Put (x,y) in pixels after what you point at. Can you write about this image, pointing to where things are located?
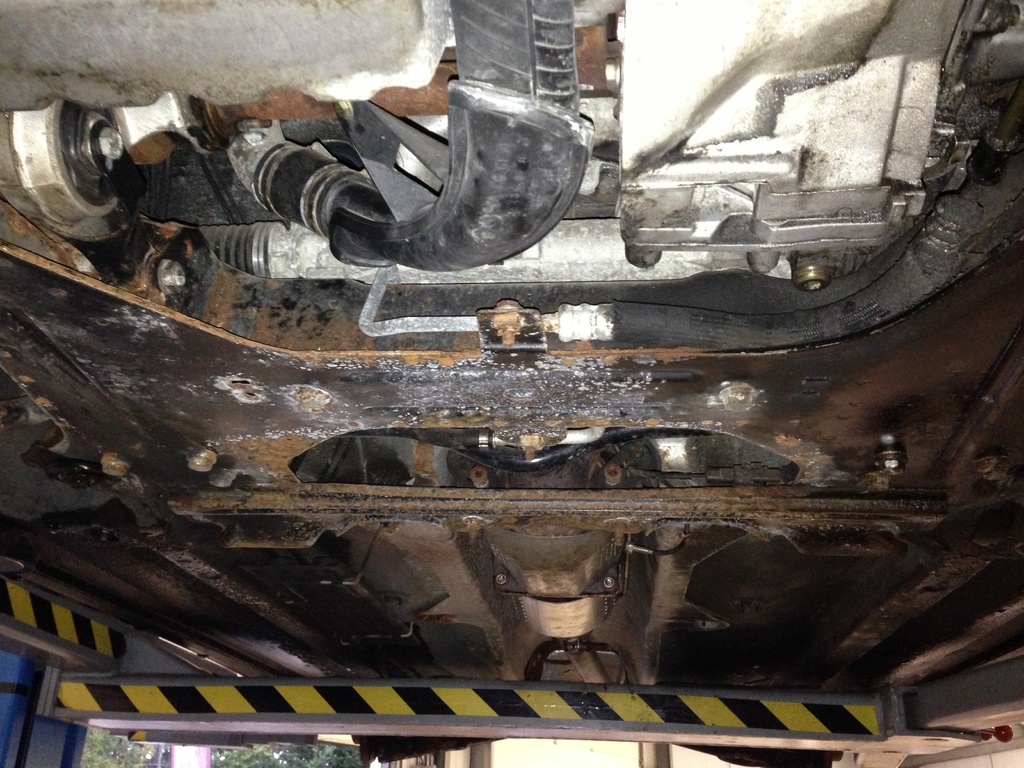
This is the image of a vehicle (391,199) from below of the engine (319,39).
